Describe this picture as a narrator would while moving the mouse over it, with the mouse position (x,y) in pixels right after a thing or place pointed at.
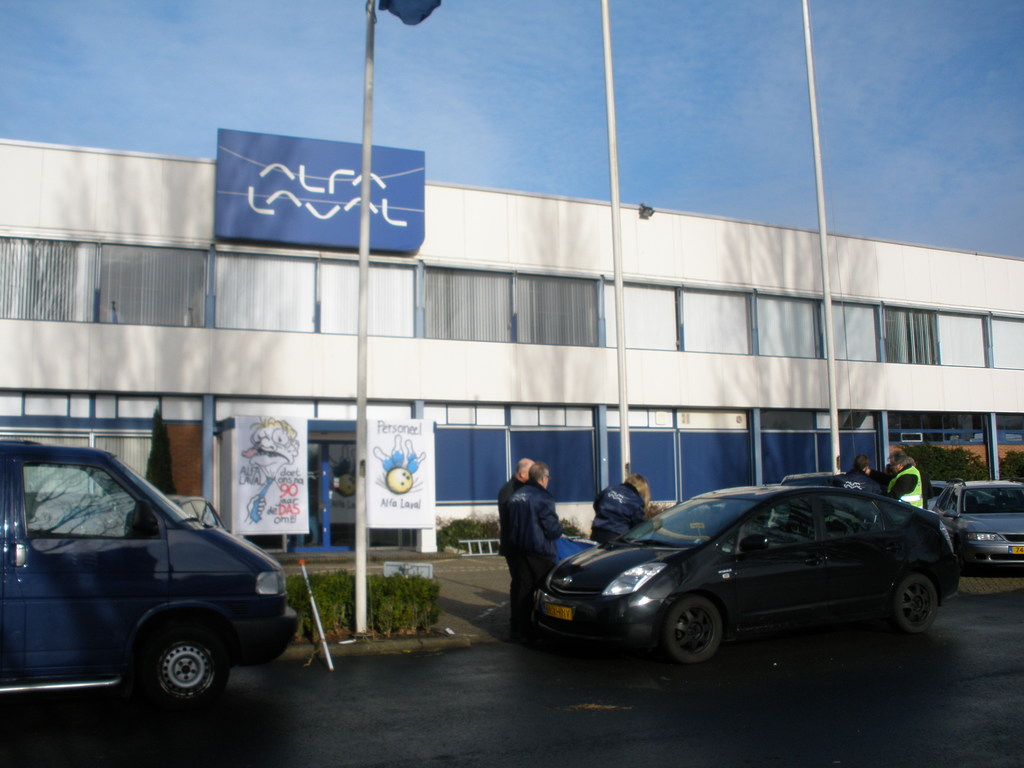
This image is taken outdoors. At the bottom of the image (378,721) there is a road (840,696). At the top of the image (131,61) there is a sky (466,70) with clouds (869,77). In the middle of the image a few cars (691,549) are parked on the road (504,582) and a few people (548,523) are standing on the road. There are a few plants (447,525) and there is a building (324,338) with walls (59,361), windows (471,415), a roof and a door (338,483). There are three boards (295,436) with text (321,177) on them and there are three poles (363,198).
